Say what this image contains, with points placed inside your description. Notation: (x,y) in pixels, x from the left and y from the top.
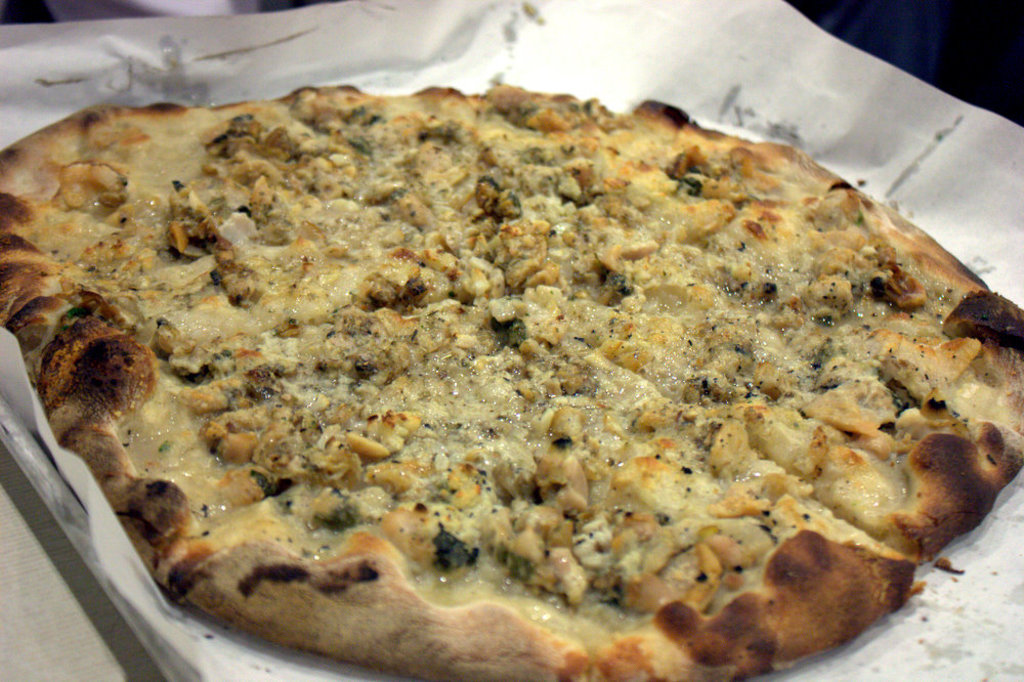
In the center of the image (516,254) there is a pizza (730,481) on plate (224,646) placed on the table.
